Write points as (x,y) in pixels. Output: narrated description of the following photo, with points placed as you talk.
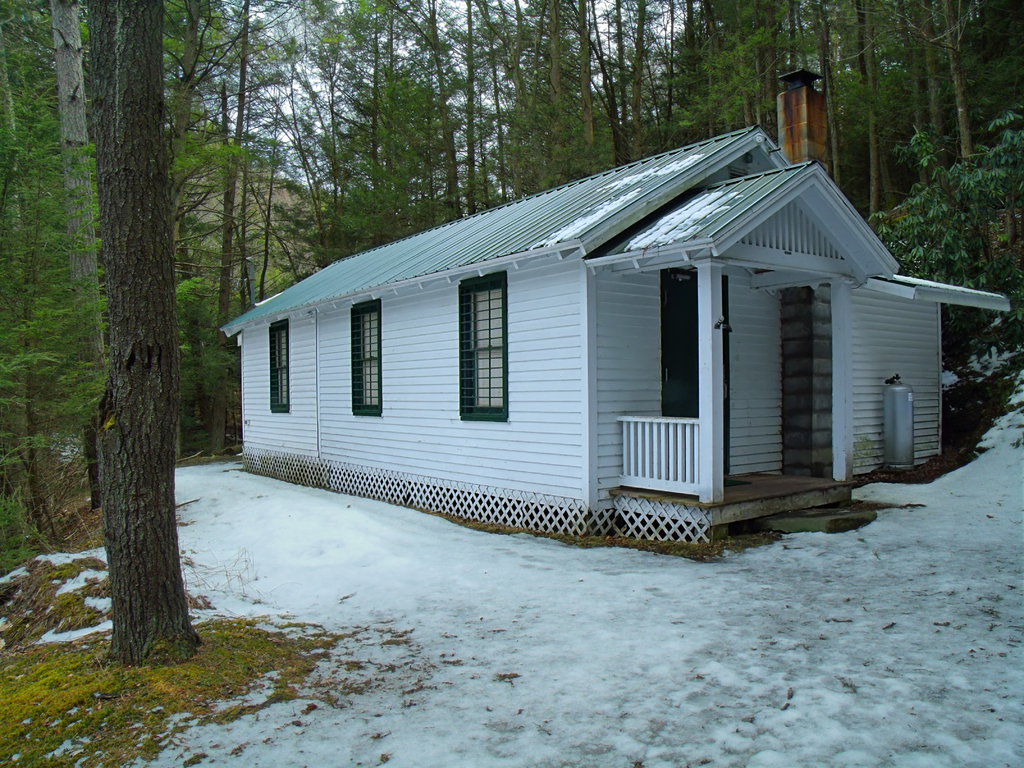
In this image in the front (620,694) there is snow (731,710) on the ground (621,708) and in the background (445,386) there is a house (477,350), there are trees (511,197).
